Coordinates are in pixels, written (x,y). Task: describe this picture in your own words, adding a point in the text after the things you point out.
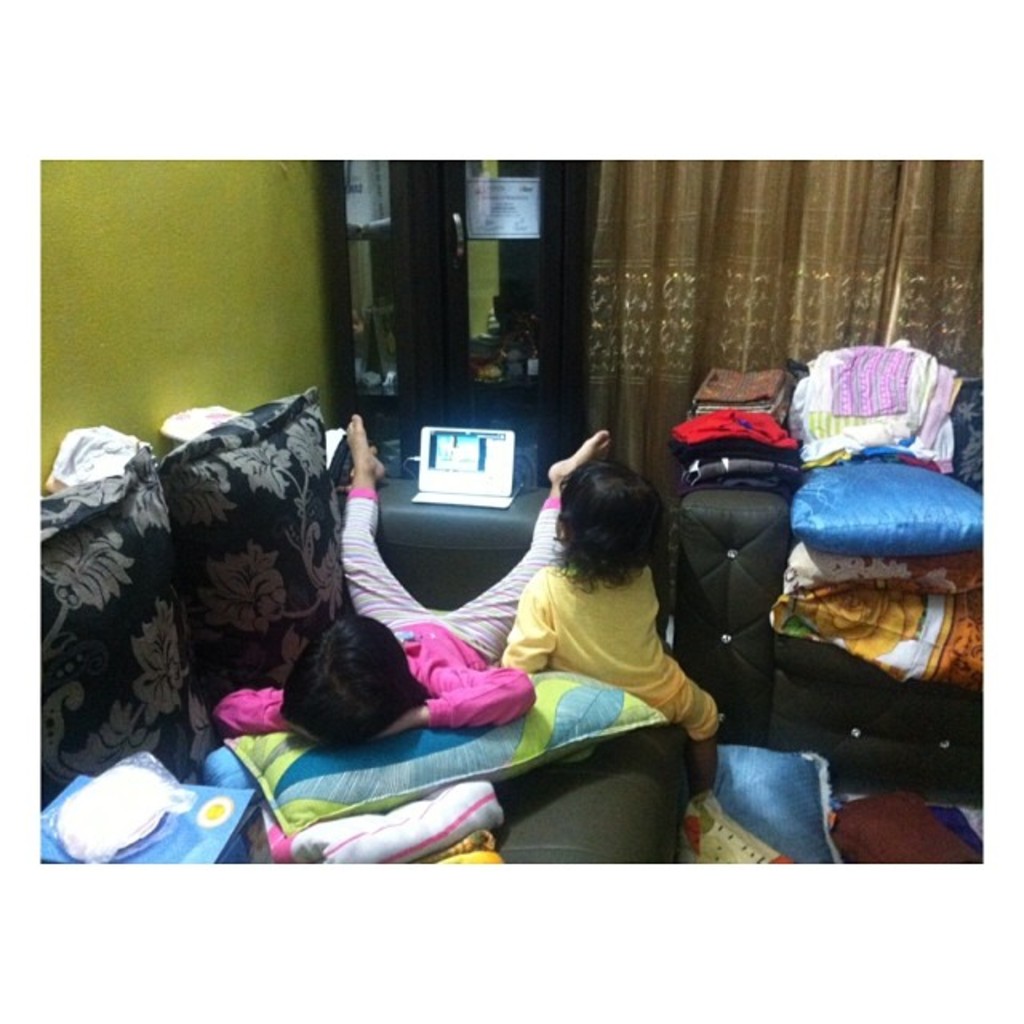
In this image there are persons (536,623) in the center (542,628) sitting on the sofa (466,563) and watching some video (471,466) in the laptop (483,457) which is in front of them. In the center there are pillows (292,751) on the right side (753,570) there is a sofa (773,540) and on the sofa (769,532) there are pillows (900,525), there are clothes (845,426). In the background (745,321) there is a cup board (451,292) and there is a curtain (815,277).
